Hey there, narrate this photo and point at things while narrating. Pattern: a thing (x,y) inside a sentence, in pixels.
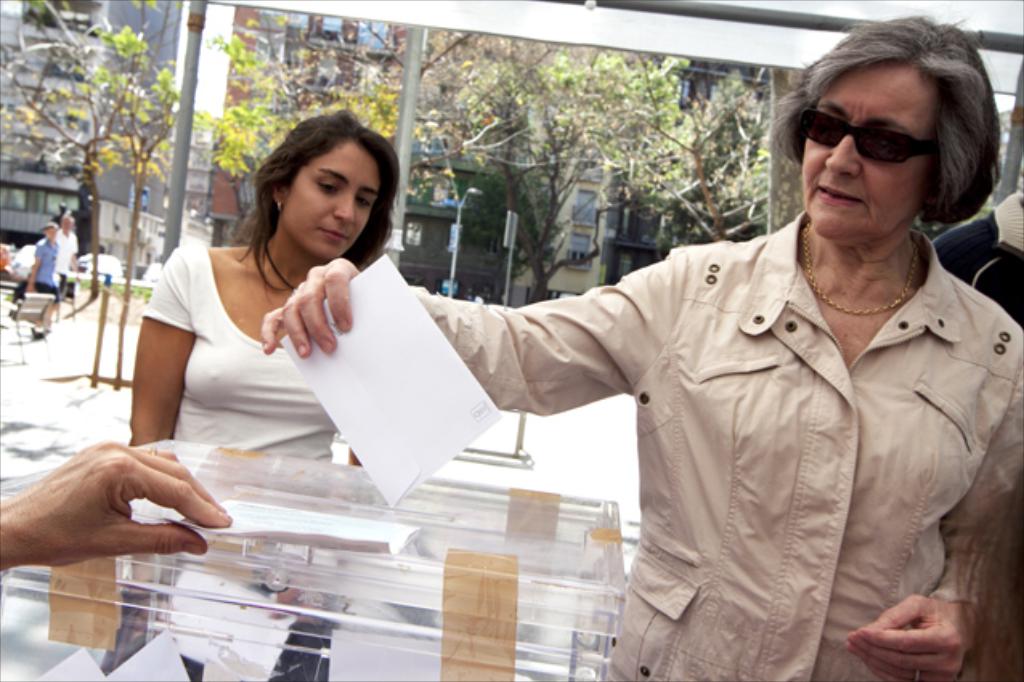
In this image there are two people (217,289) standing. There is a ballot box (449,597) in front of them. The woman (677,336) to the right (793,408) is holding an envelope (411,401) in her hand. To the left (65,506) there is a hand (176,507) of a person (176,507) holding a paper (296,527). Behind the women (689,264) there is a walkway (558,414). There are people (40,269) walking on the walkway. There are plants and street light poles (456,234) on the walkway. In the background (448,66) there are buildings (41,57) and trees (438,129). There are vehicles (114,265) moving on the road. There is the sky (216,23) in the image.
